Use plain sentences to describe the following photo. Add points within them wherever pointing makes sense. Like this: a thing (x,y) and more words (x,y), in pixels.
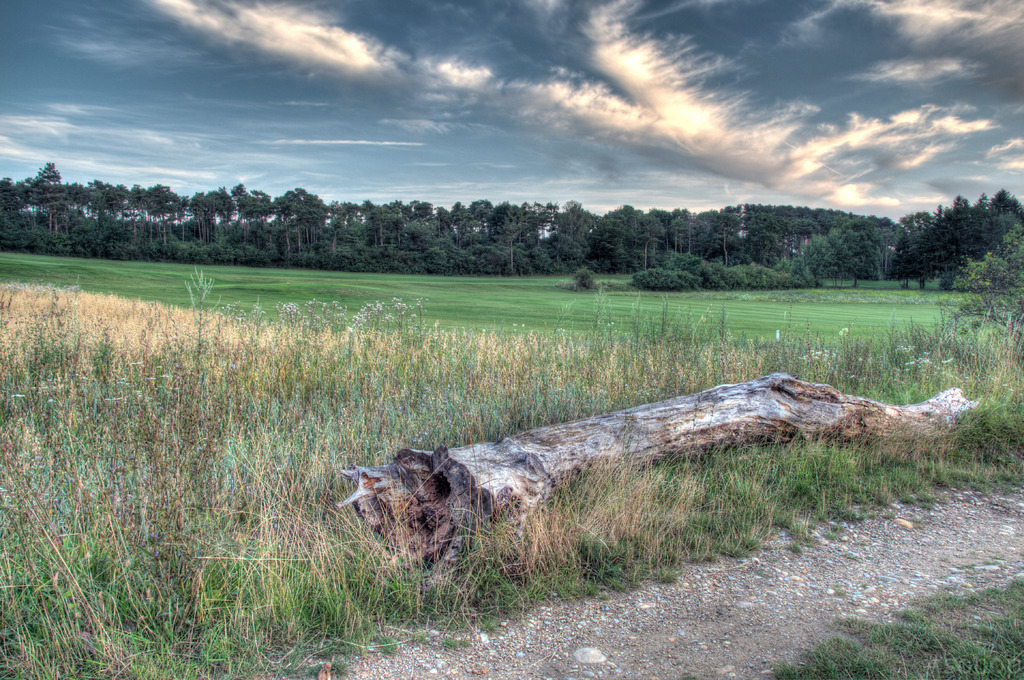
In the middle of the image (638,424) we can see a wooden bark (638,424), in the background (689,133) we can see few plants (402,400), trees (472,204) and clouds (678,123).
